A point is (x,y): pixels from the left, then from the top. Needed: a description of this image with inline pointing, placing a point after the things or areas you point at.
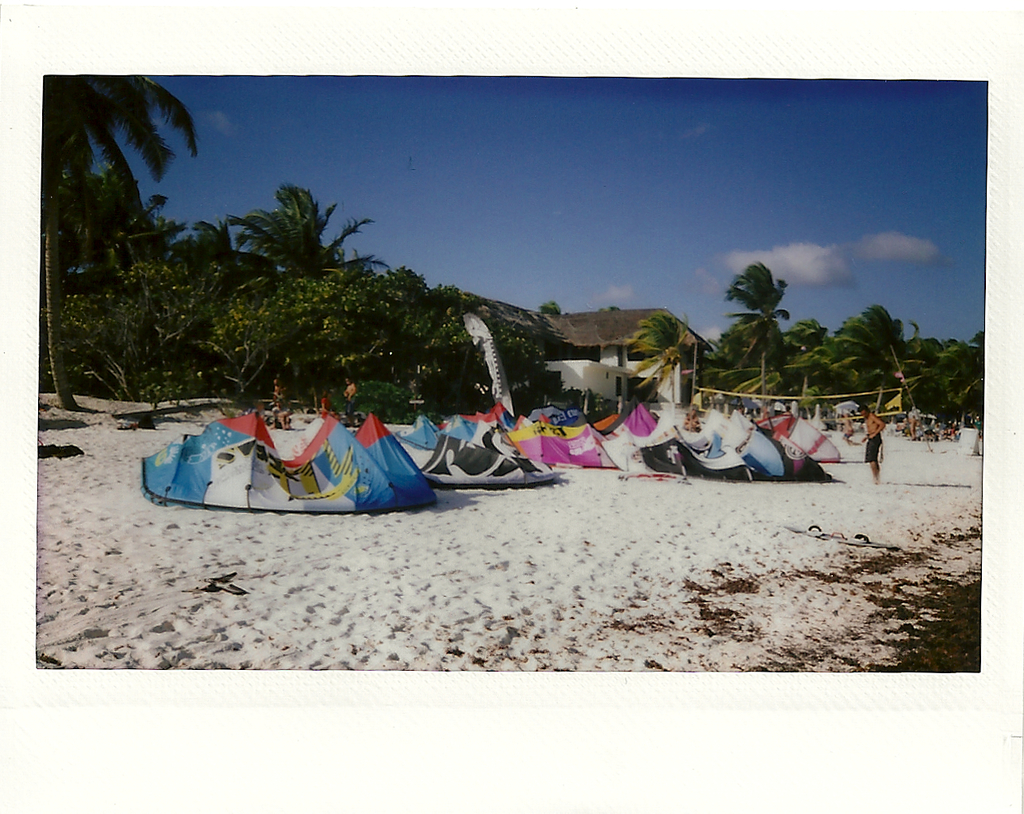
In this image there are kites (462,487) on the sand (657,506). At the back side (874,458) few people (919,431) were standing. At the background (412,355) there are trees (354,292), buildings (618,315) and sky (689,174).
